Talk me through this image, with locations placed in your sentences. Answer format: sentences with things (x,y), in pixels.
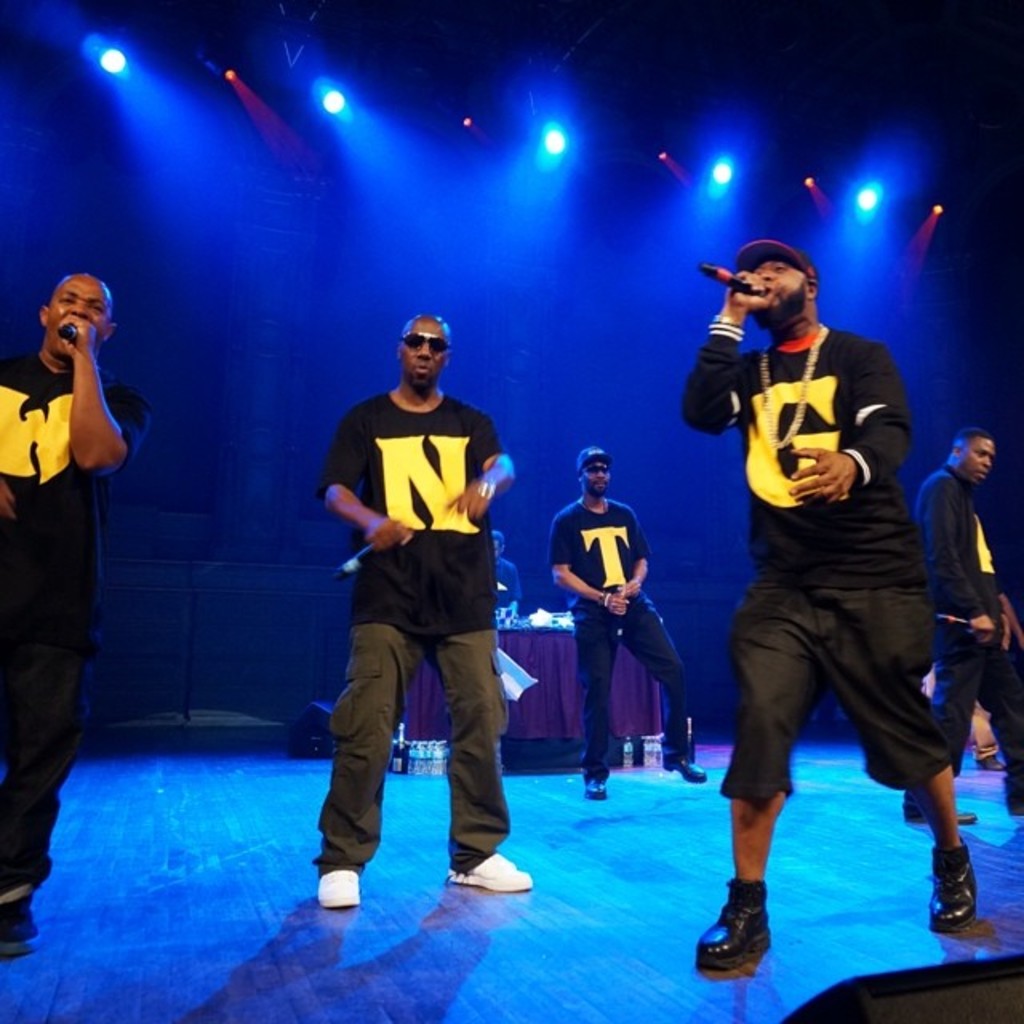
In the center of the image (502,464) we can see a few people (772,536) are standing and they are holding microphones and they are in black color t shirts (570,512). Among them, we can see two persons (555,551) are wearing caps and two persons (619,551) are wearing glasses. In the background (570,673), we can see the lights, one table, one cloth (563,714), water bottles (424,748), one person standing and a few other objects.
